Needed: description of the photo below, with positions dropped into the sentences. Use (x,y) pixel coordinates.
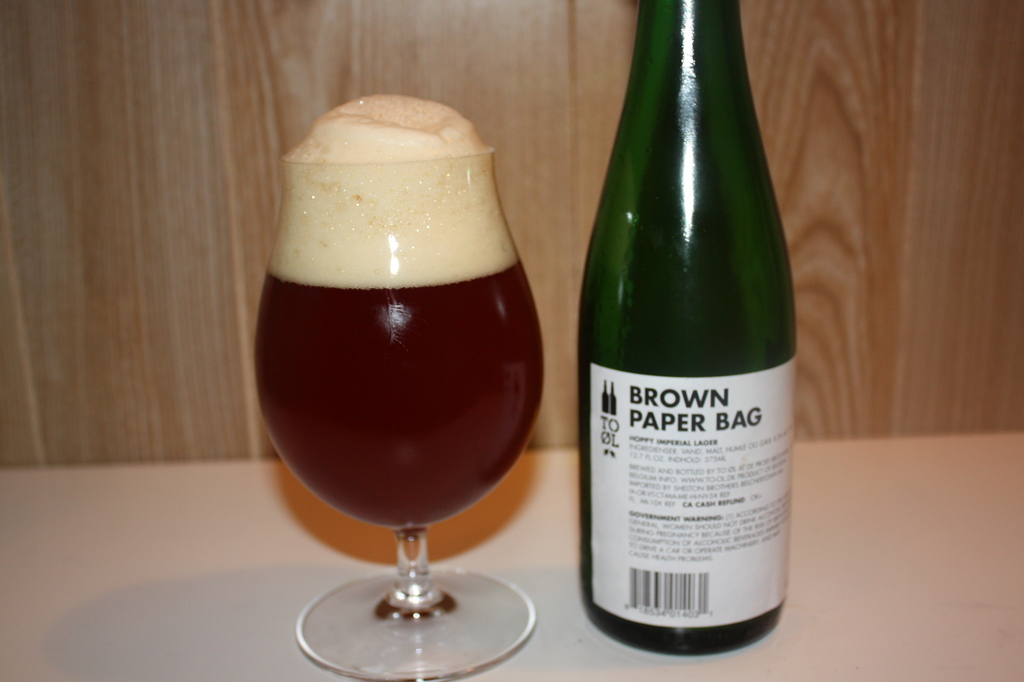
In this image we can see a table (273,567) where a glass of beer (416,537) and a beer bottle (595,470) are kept on it.
